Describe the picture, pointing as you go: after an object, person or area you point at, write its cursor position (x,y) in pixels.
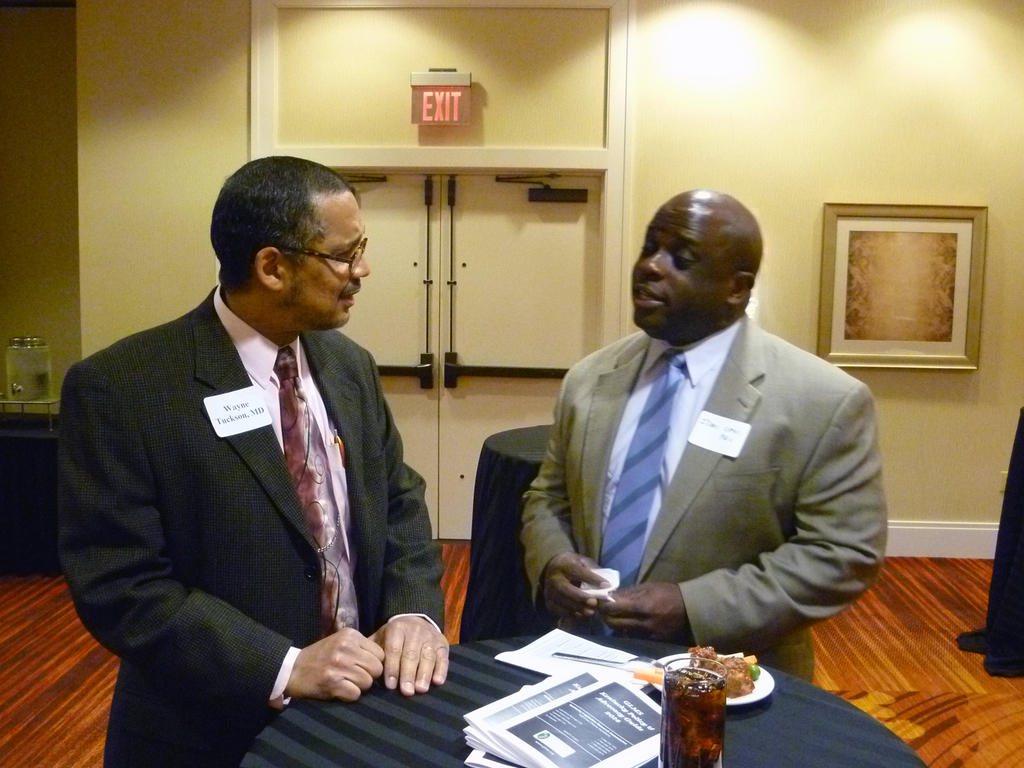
In this image, we can see two persons (834,491) in front of the table (484,654). This table (399,694) contains glass (712,745), plate (764,693) and some books (585,689). There is a door (492,423) in the middle of the image (462,276). There is a photo frame (916,350) on the wall (927,402).
